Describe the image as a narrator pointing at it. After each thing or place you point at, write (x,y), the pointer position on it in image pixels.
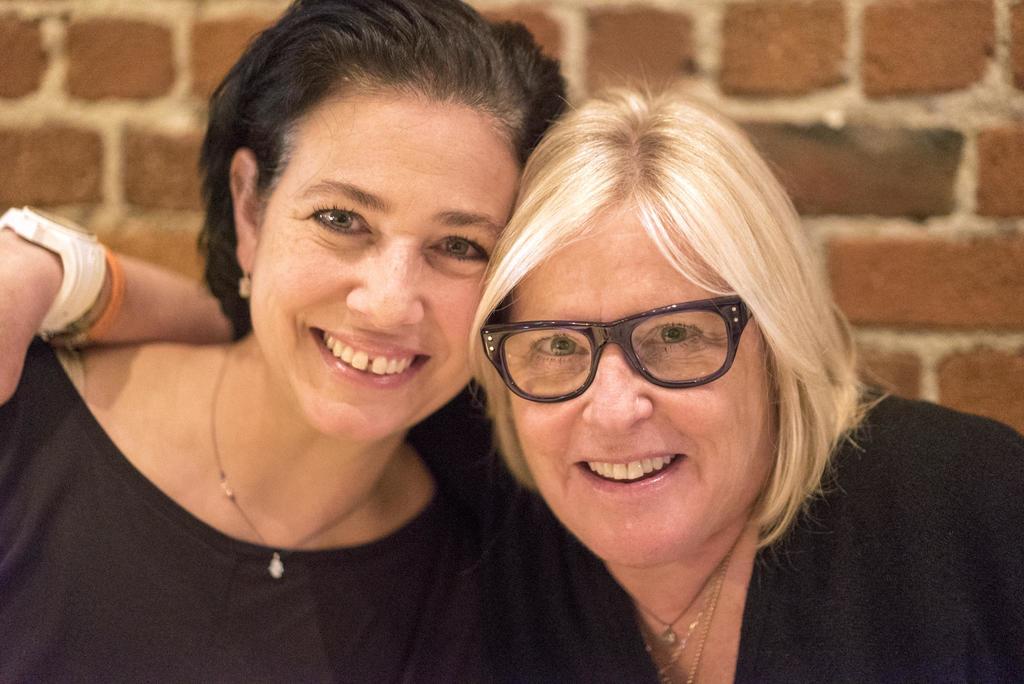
In this picture there are two women (404,569) wearing black dress (261,595). In the background (61,113) it is brick wall (956,276).
